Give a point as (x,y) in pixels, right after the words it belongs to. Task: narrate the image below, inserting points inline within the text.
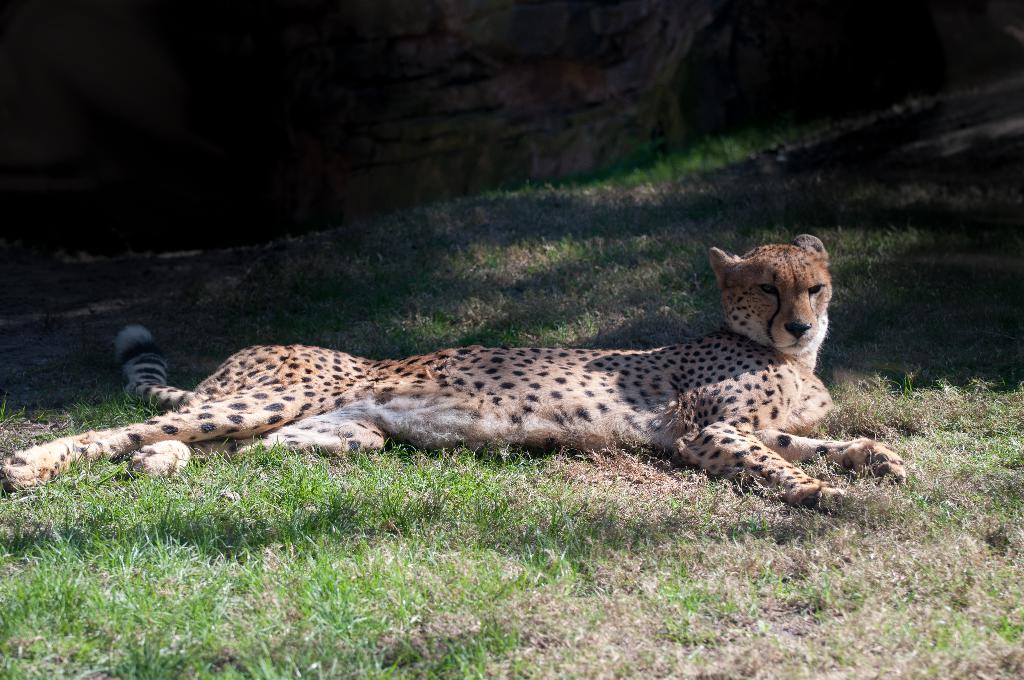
In this image there is a cheetah (612,377) which is lying on the ground (556,468).
